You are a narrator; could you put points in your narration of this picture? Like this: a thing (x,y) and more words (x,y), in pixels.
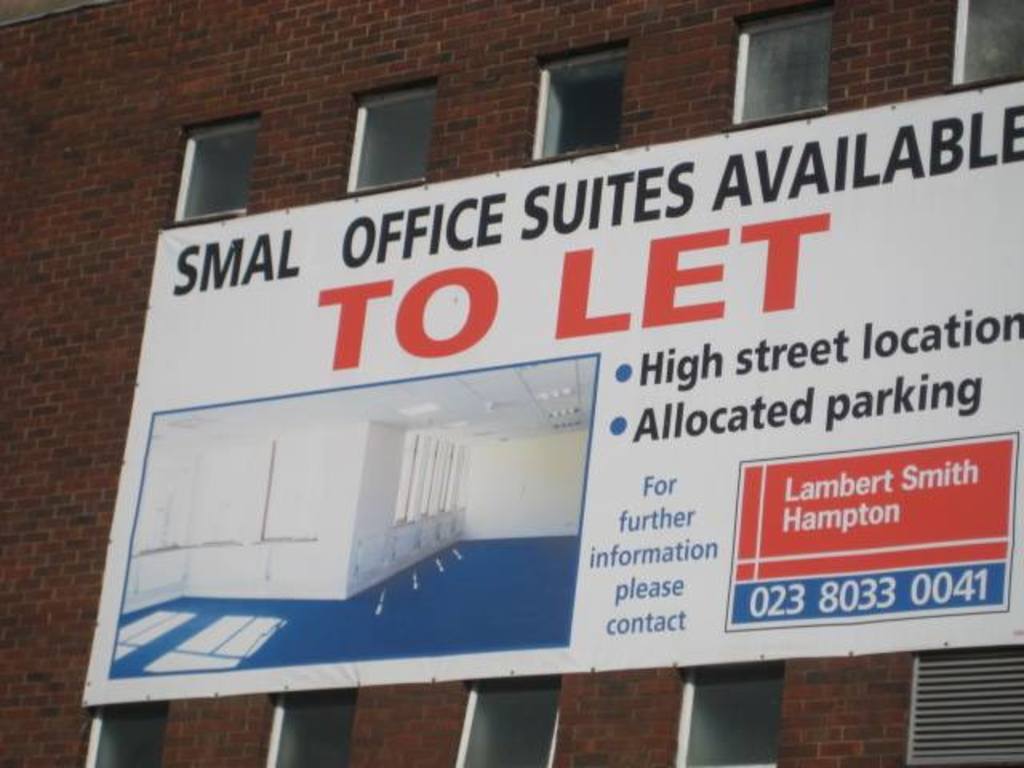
In this image there is one building (158,201) and in the center (346,483) there is one board (412,277) which is attached to that building (99,371), and on the board (611,416) there is some text (627,511).
